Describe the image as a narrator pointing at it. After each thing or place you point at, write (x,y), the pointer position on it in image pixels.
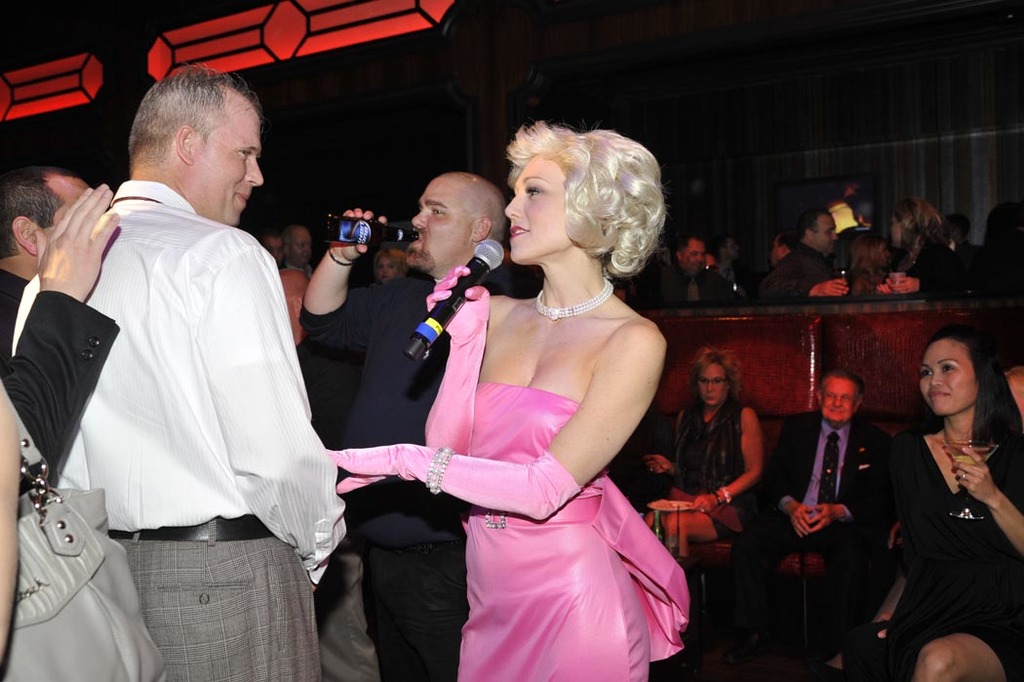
In this image there are people (465,453) sitting and some of them are standing. The lady (590,580) standing in the center (515,368) is holding a mic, next to her there is a man (427,258) holding a bottle (372,239). At the top (200,56) there are lights (39,112).
